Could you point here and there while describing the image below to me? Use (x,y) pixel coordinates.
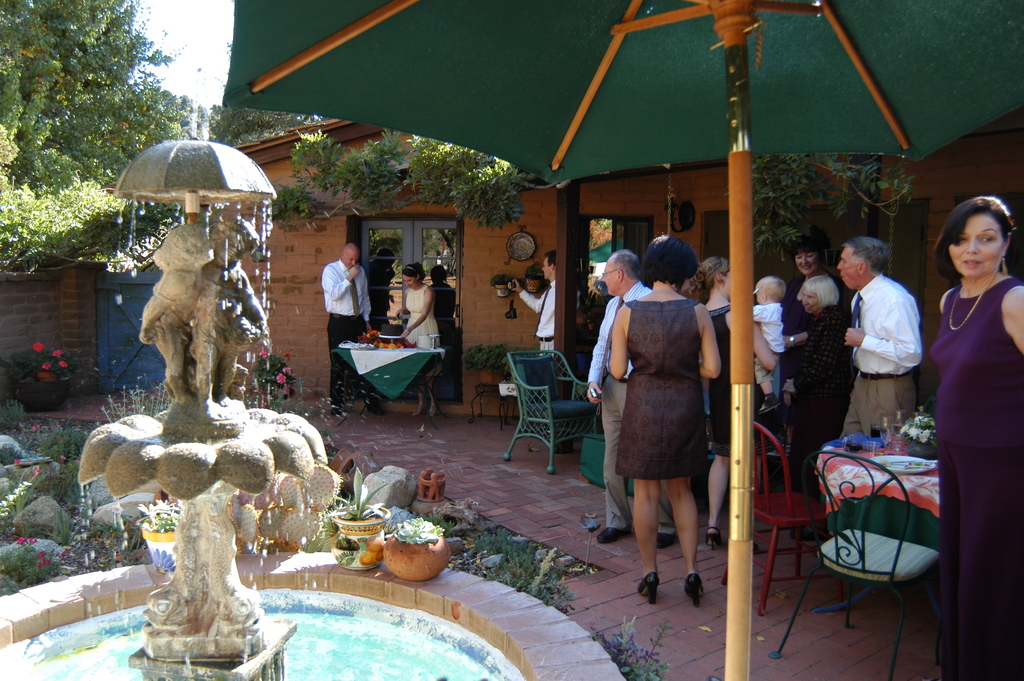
This is a picture taken in the outdoors. It is sunny. There are group of people (950,344) standing on the floor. In front of the woman (677,368) there is a fountain (194,557) with sculpture (172,375), water (321,635) and flower pots (396,538) and stones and umbrella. Behind the people (628,405) there is a house (428,206), trees (143,120) and sky (182,37).
